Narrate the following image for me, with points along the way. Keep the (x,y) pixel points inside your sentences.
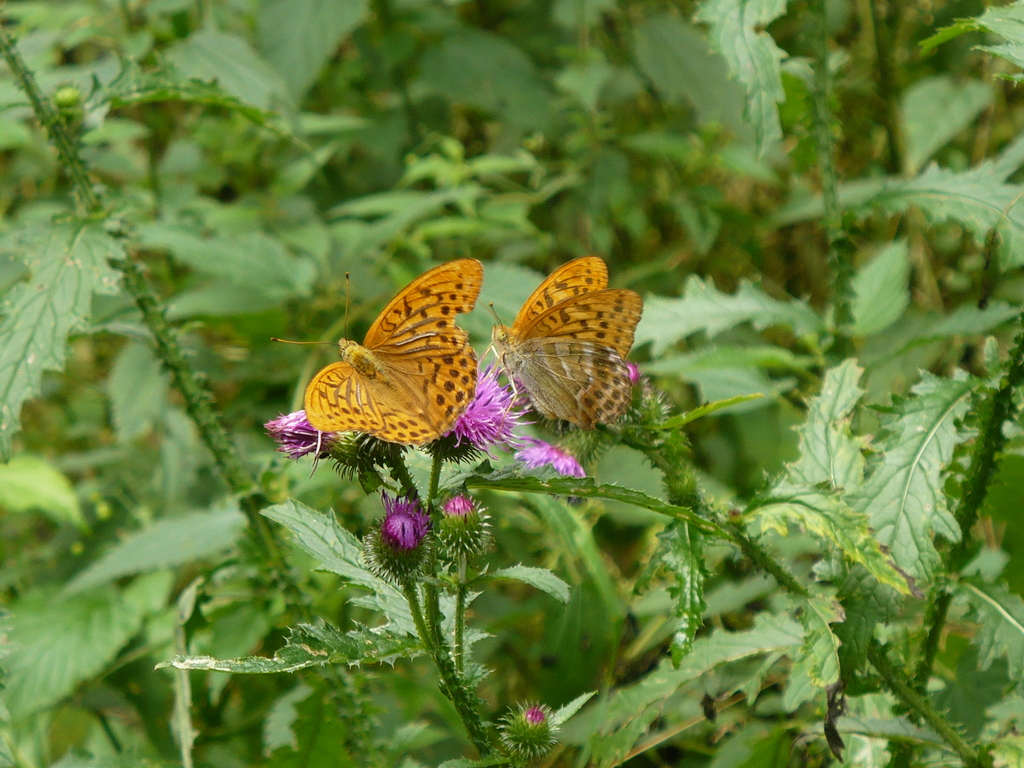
In this image there are butterflies (394,391) sitting on the flowers (505,426) and there are plants (273,231) in the background (247,199).
